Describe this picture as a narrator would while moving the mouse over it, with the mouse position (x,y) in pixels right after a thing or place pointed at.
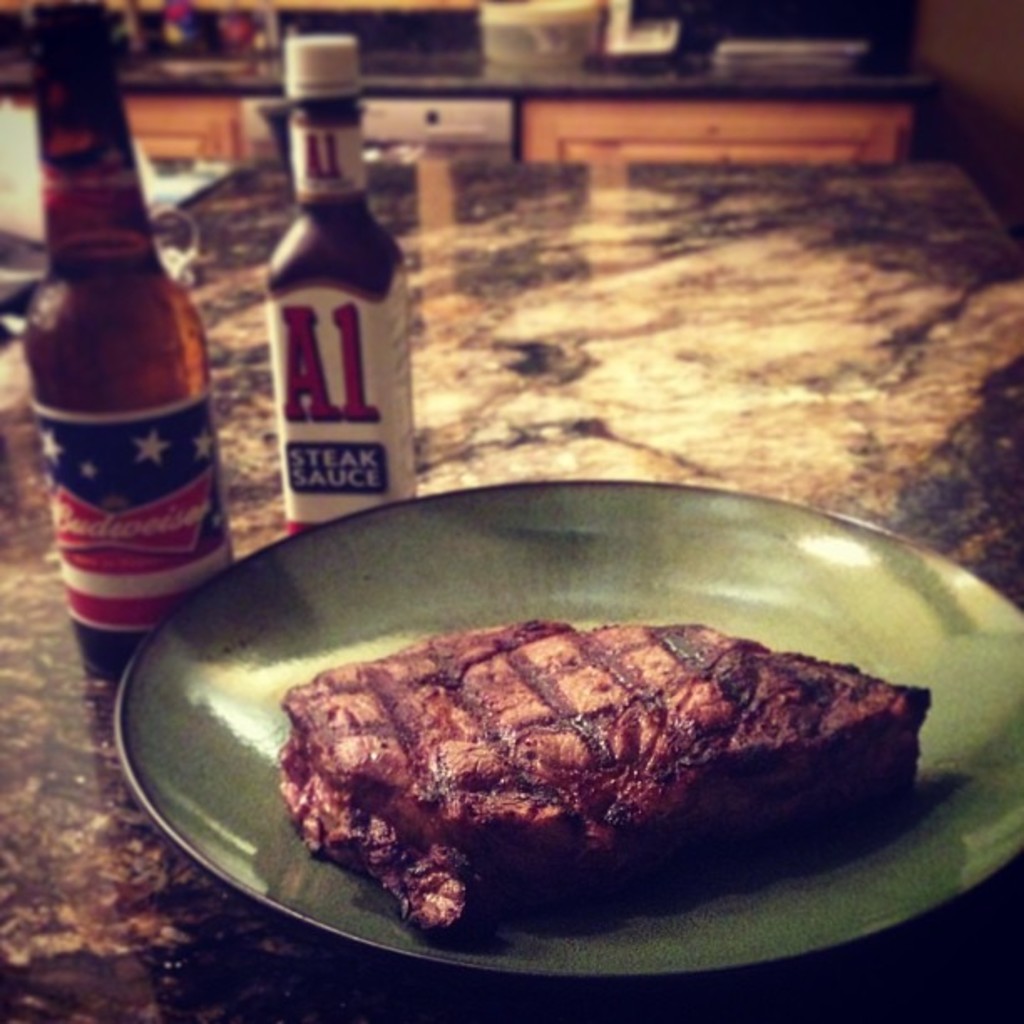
On the background (447,87) we can see a platform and on the platform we can see a box (552,34). These are desks (204,137). Here we can see bottles (277,279) and plate (226,742) of meat (581,788) on the table (654,417).
